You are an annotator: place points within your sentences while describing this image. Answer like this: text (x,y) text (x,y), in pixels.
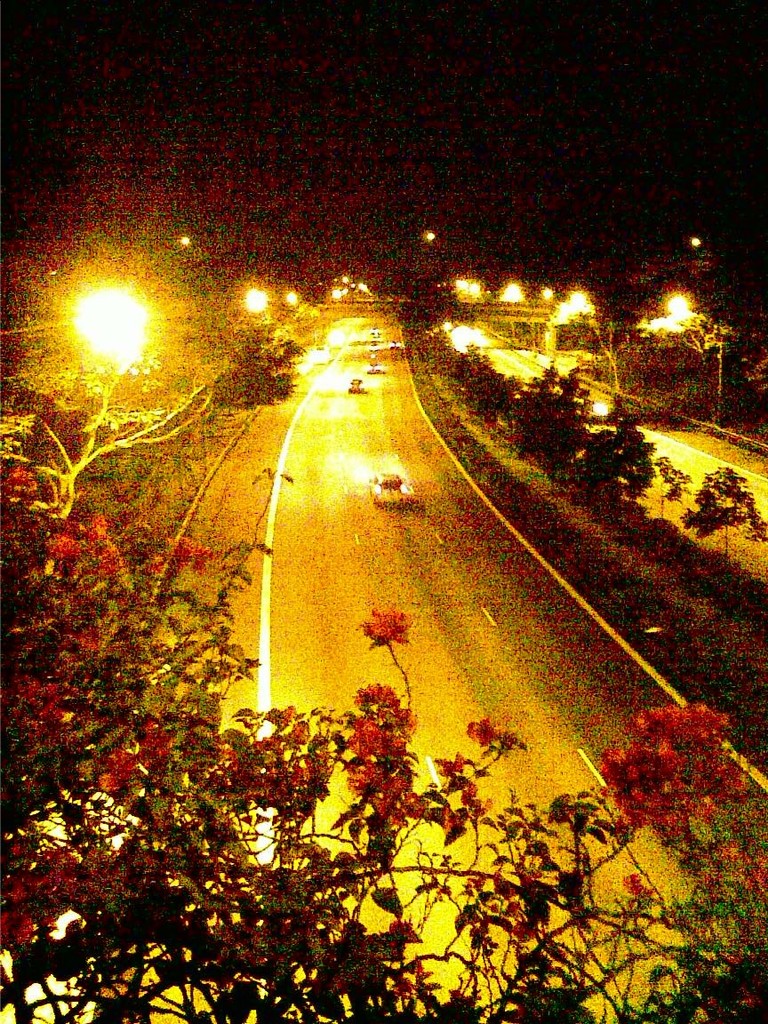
There is a tree (102,801), vehicles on the road (364,365). It's the nighttime.
